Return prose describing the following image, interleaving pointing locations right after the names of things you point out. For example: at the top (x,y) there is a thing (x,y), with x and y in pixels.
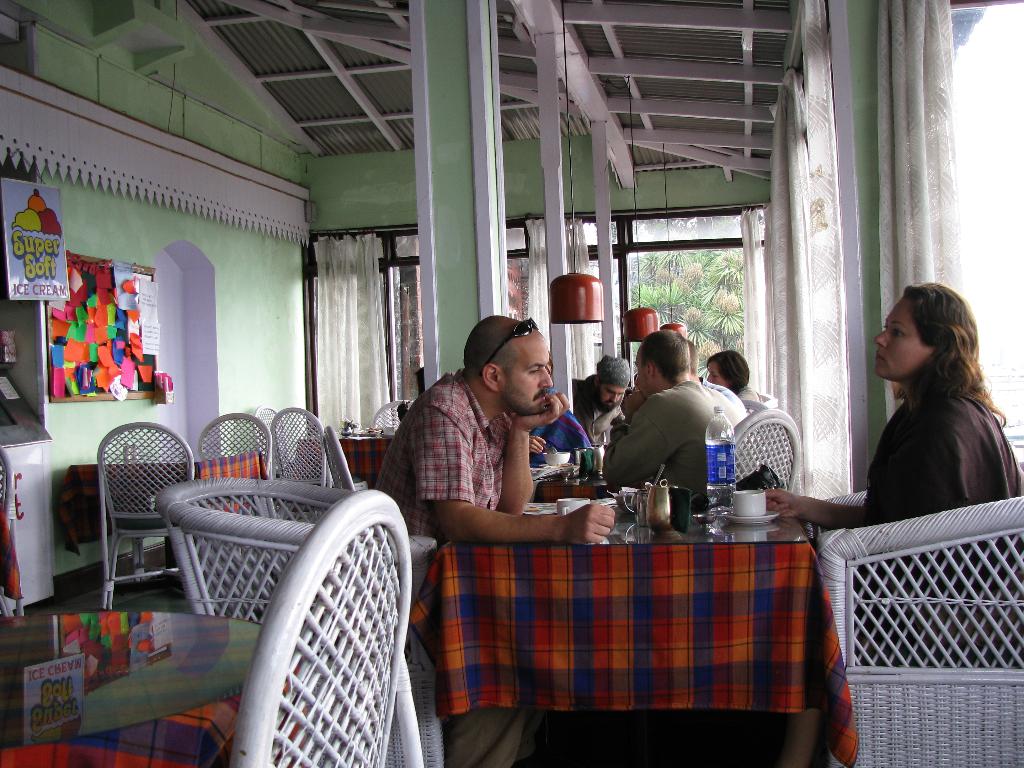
There are few people (607,404) sat in a restaurant (579,434) and there is a table (627,501) in front of them and the table (639,510) consist of a cup (748,505) and water bottle (732,500) and the walls (254,266) are green in color.
